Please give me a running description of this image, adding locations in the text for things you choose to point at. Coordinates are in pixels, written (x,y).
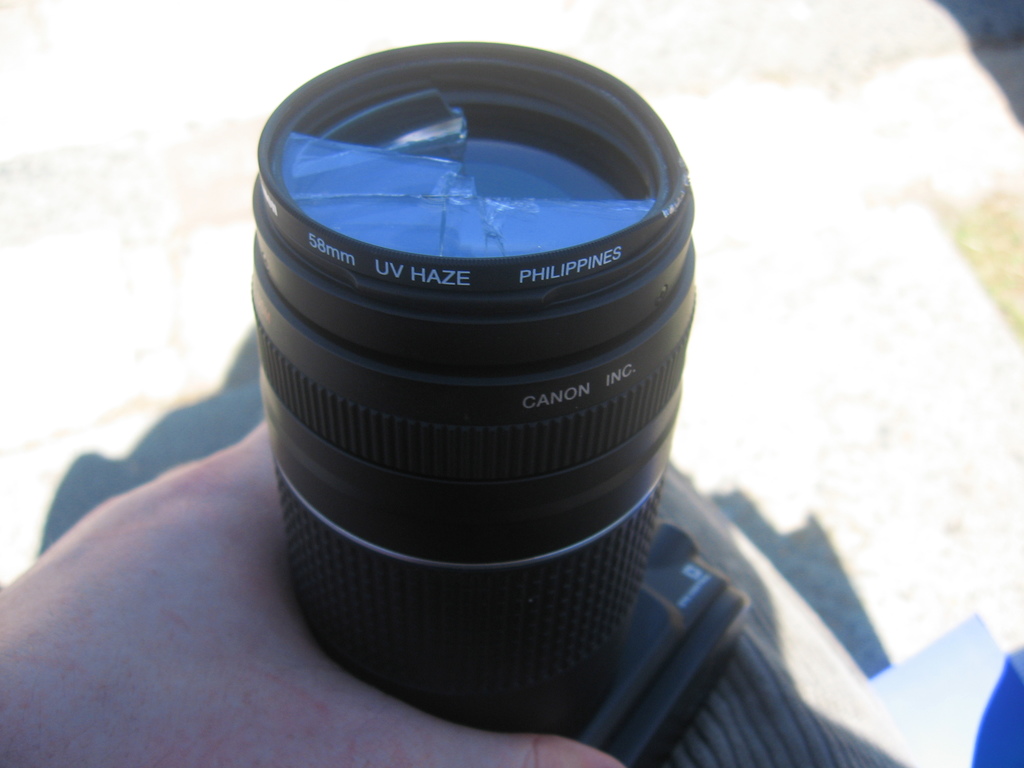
In this picture we can see only a person hand (200,670) and the person (271,670) is holding a camera (491,632) and the camera lens (442,282) were broken. Behind the camera (382,372) there is a shadow (215,409) on the pathway (114,364).
